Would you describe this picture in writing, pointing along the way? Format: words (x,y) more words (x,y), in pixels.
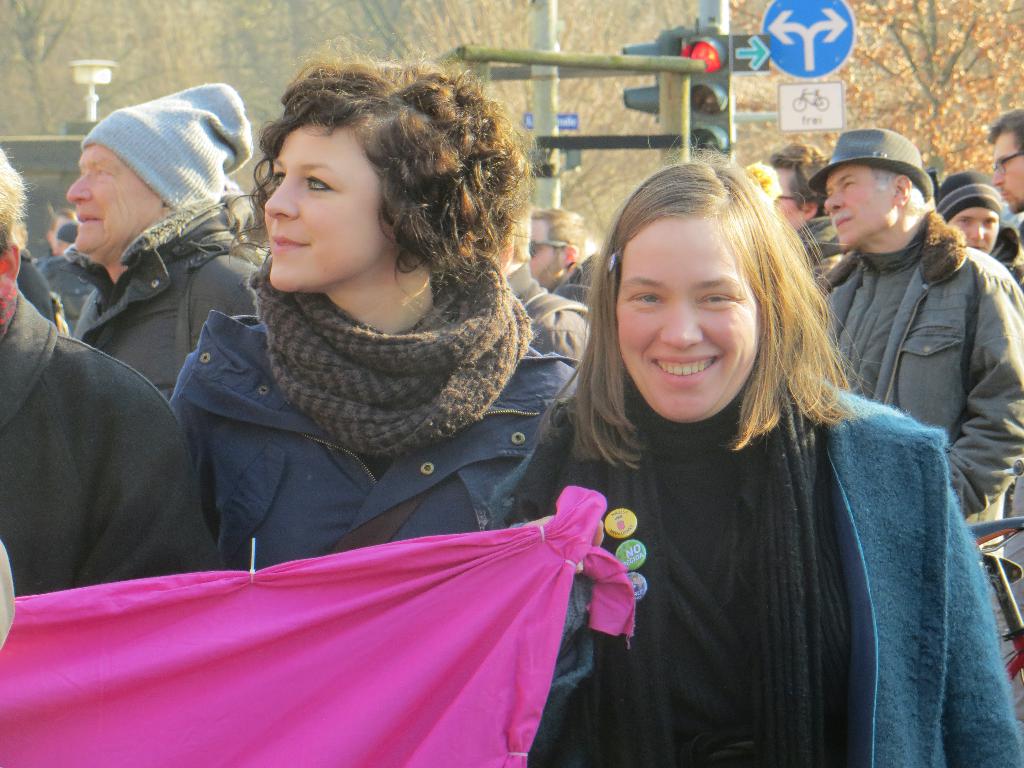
In the foreground of the picture (774,581) I can see two women (707,341) and there is a pretty smile on their face (275,194). They are wearing the jacket (851,516) and I can see the scarf (406,364) on their neck (686,425). There is a woman (742,432) on the right side (726,462) and she is holding a pink colored cloth (92,670) in her hand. In the background (200,228), I can see a few persons (231,202), traffic signal pole (731,48) and trees (748,83).
